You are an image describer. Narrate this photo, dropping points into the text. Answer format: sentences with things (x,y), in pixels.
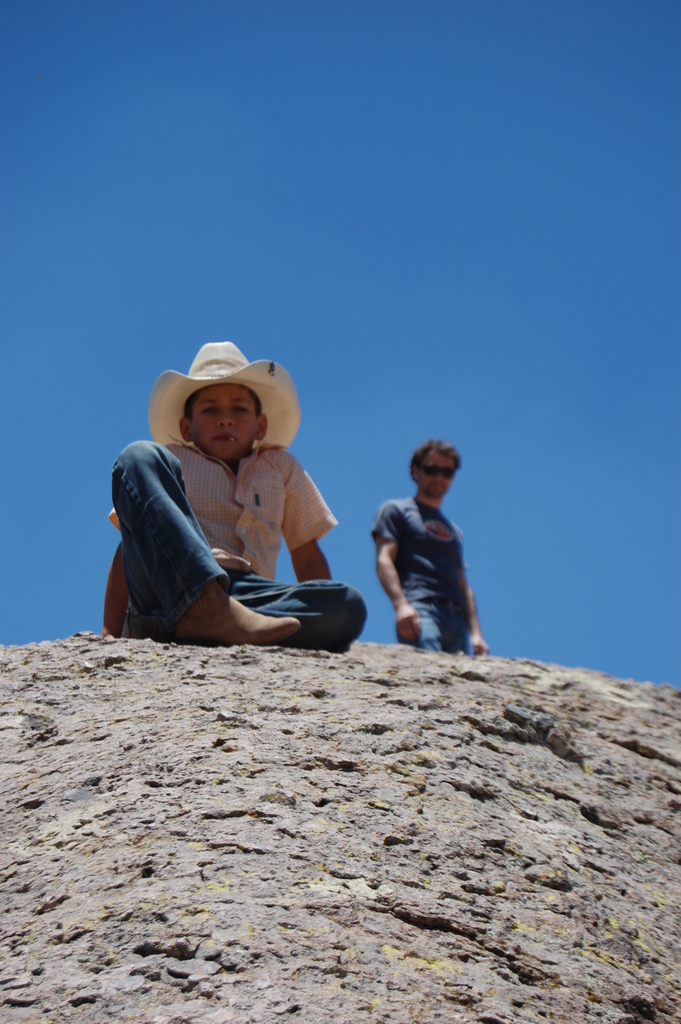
In this picture we can see a person (408,593) standing and a kid (340,593) sitting here, this kid (248,535) wore a cap (265,385), we can see the sky (332,236) at the top of the picture (335,178).
